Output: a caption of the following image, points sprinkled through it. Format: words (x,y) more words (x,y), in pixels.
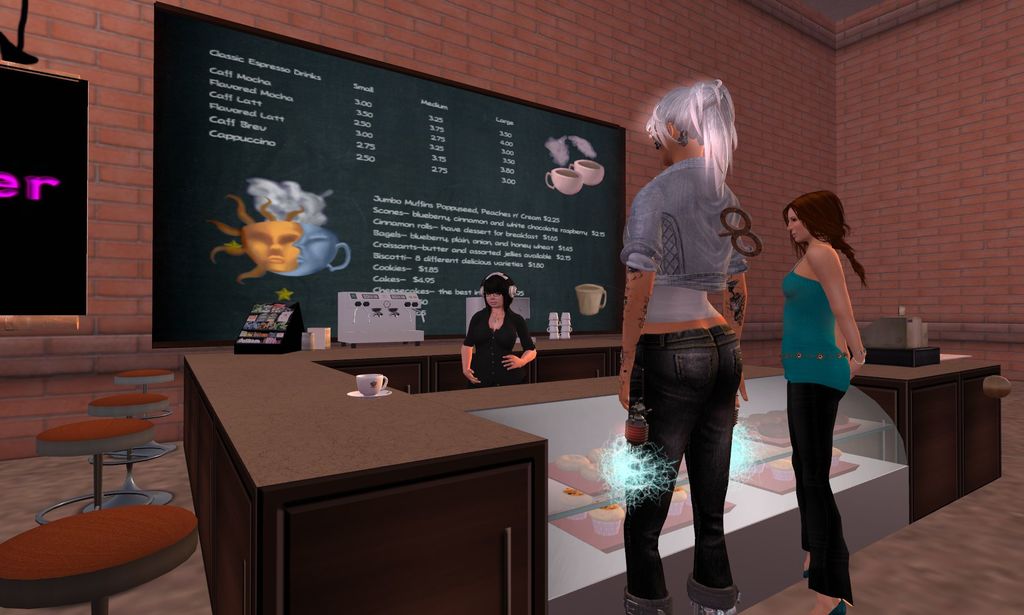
In this image we can see the animated picture of three women (799,362) standing on the ground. One woman (523,362) is wearing headphones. In the foreground (557,477) we can see some food items (615,509) placed in racks (561,536). To the left side of the image (308,461) we can see a cup (369,390) placed on the table (426,442), a group of chairs (120,518) placed on the ground (180,452). In the background (579,194), we can see a signboard (477,182) with some text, some objects (275,330) placed in racks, machines (344,324) and cups (563,333) placed on the counter top (554,346) and the wall (893,176).
